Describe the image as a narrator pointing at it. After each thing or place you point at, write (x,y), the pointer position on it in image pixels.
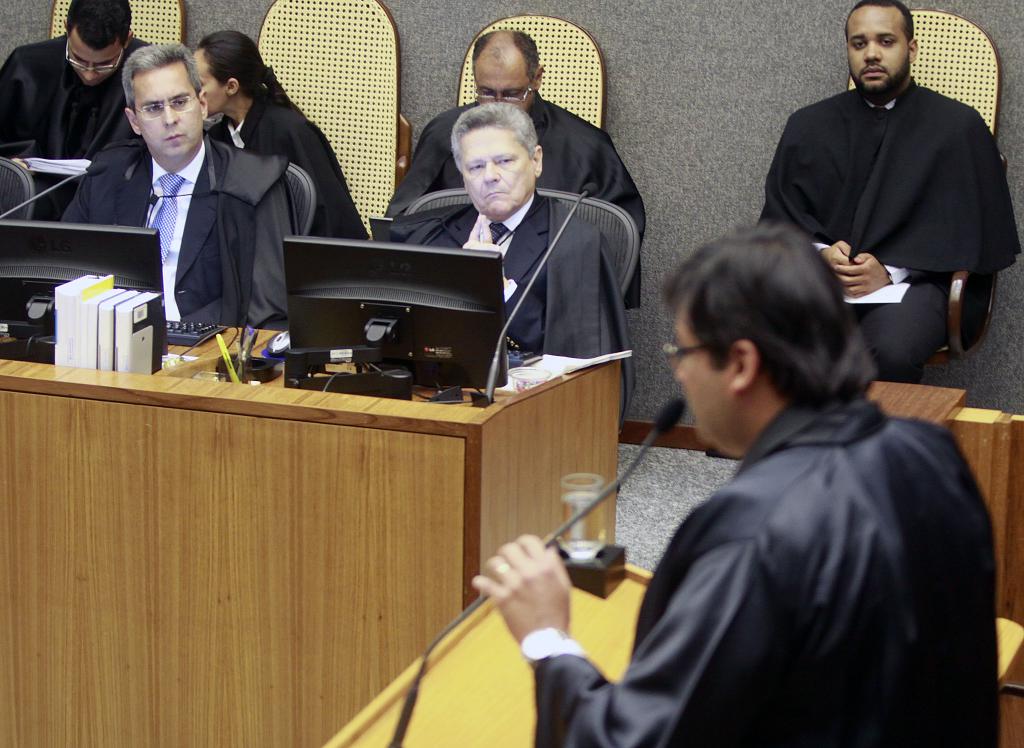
In the image there are some tables (2,365) and desktops (357,315) and books (162,340) and pens (243,360) and papers (565,367) and mouse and keyboards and microphones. Behind them there are some chairs (383,88) and few people (40,94) are sitting and watching. Behind them there is a wall (1017,9). In the bottom right corner of the image (877,686) a man (809,293) is standing and holding a microphone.
